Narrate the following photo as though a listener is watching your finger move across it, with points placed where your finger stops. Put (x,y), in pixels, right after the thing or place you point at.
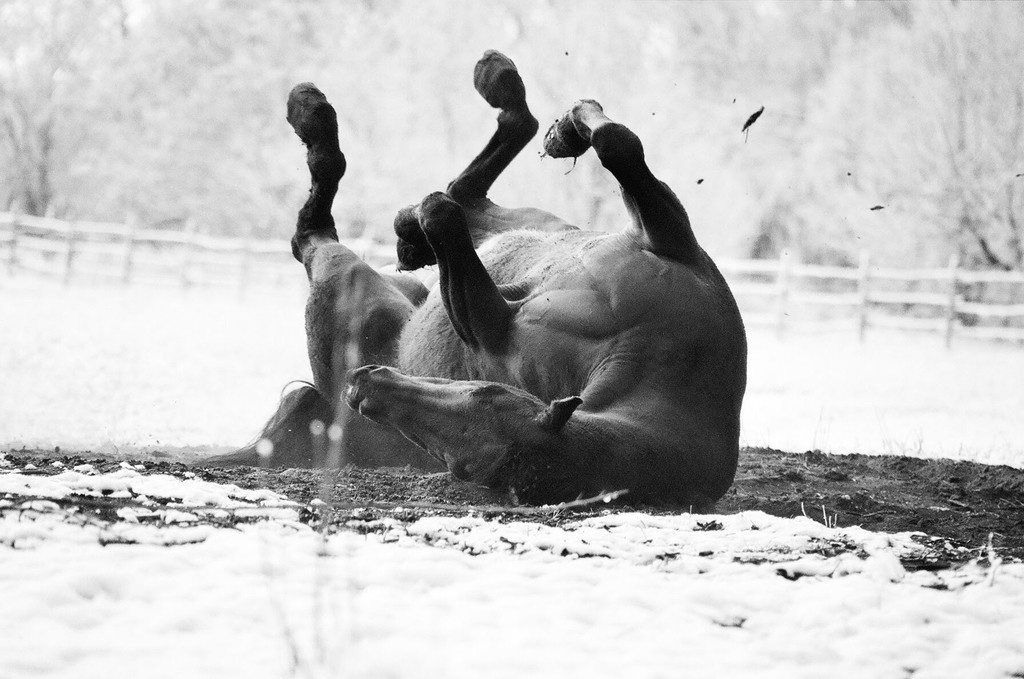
In this image we can see an animal (507,491) is lying down on the ground (467,505) and we can see some snow (460,614) also.
